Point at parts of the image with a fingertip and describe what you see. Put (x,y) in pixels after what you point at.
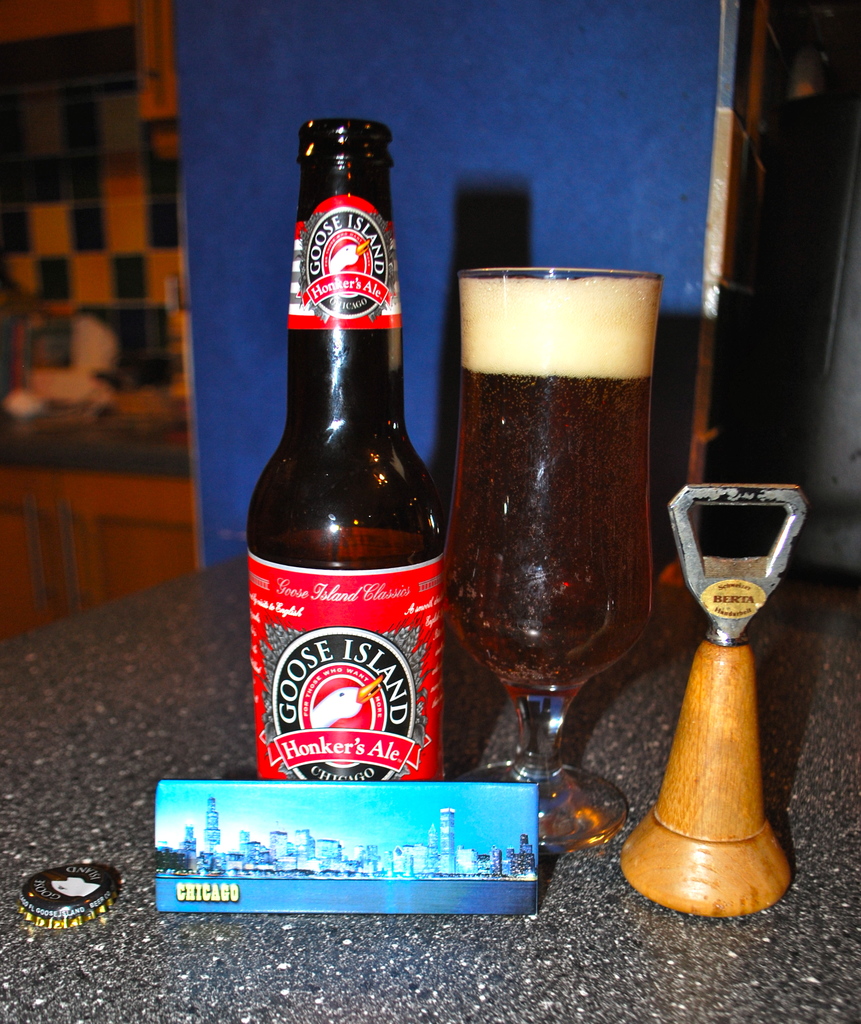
Here in this picture we can see a bottle (296,553) a glass (539,298) filled with alcohol (473,428) and a opener (742,497) and a card (296,791) present on the table (234,940) over there and we can also see the cap (93,903) of the bottle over there.
